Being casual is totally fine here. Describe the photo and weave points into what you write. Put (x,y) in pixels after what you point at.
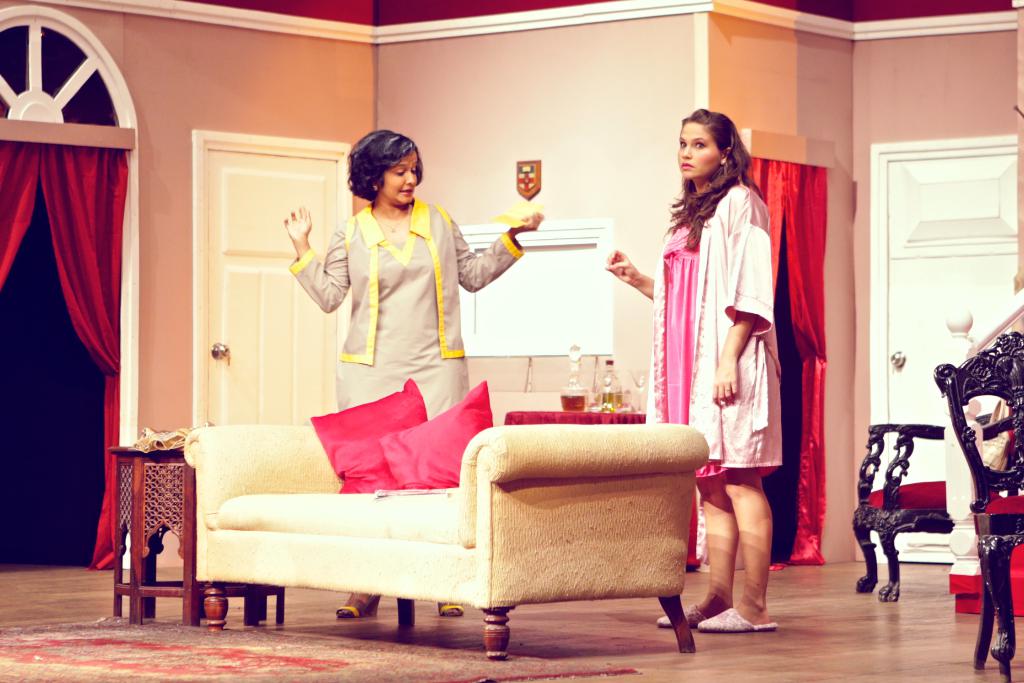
In this image I can see two women (718,161) are standing. I can also see a sofa (548,450) and few cushions (355,423) on it. In the background (927,522) I can see chairs (909,489), curtains (807,291) and a door (894,327).
